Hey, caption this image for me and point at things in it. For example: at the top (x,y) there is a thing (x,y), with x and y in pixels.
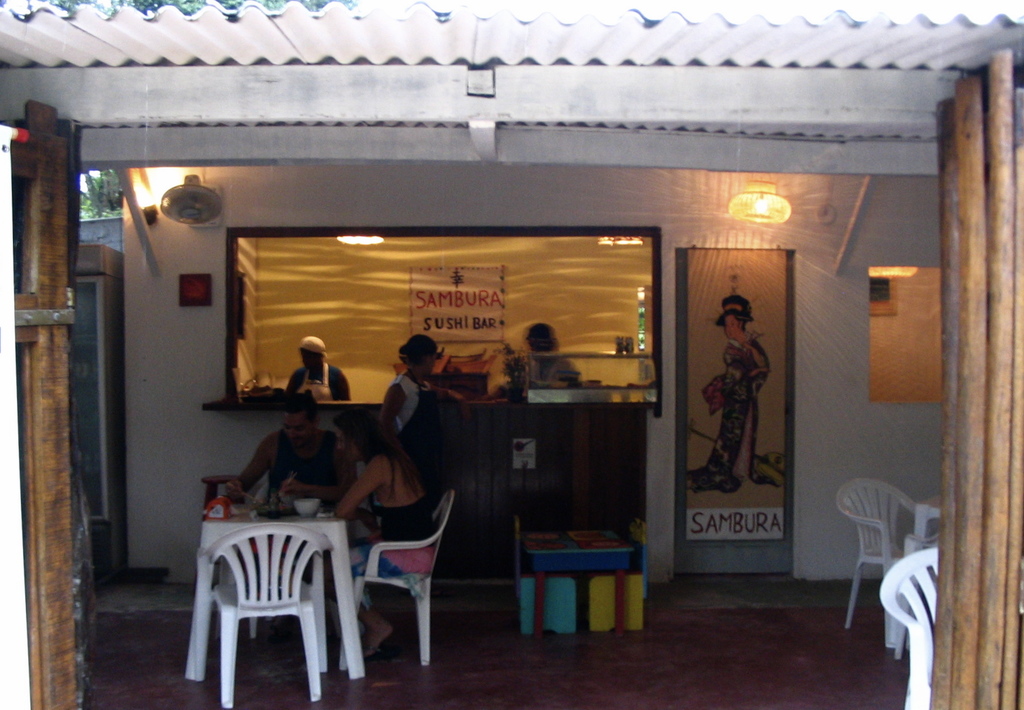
In this picture we can see two persons (318,489) sitting on the chairs (318,639). This is table (334,547). On the table (328,531) there is a bowl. Here we can see a person (414,421) who is standing on the floor (704,665). This is wall (826,456) and there is a light (762,199). And this is door (765,412).
